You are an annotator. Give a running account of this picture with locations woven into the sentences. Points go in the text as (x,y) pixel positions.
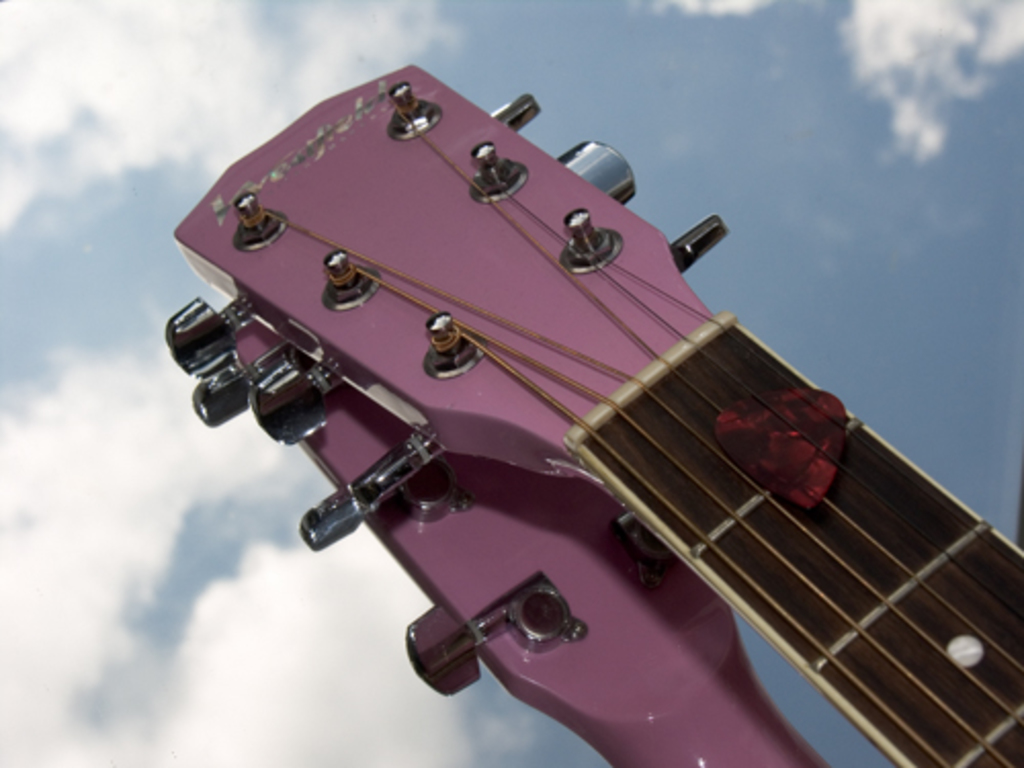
In this picture we can see guitar (333,222) and a heart shape symbol (751,444), wire (528,359) and this are buttons (401,86) and above this we can see sky (830,78) with clouds (196,102).
